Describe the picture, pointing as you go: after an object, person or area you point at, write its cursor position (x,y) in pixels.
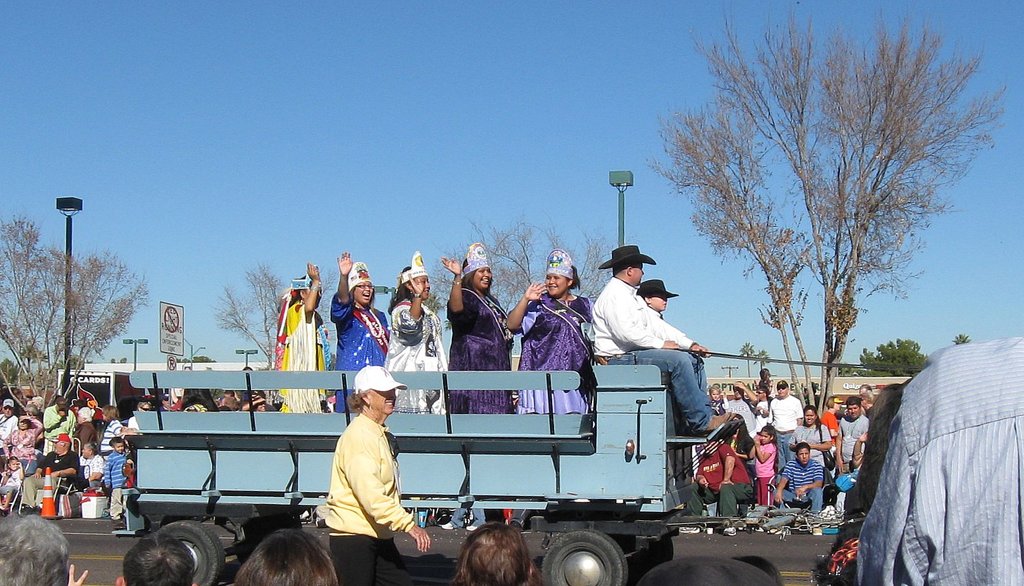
In this picture we can see a vehicle (577,496) on the road (752,538), here we can see a group of people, some people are on a vehicle (588,570), here we can see a traffic cone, sign boards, poles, trees (760,207), shed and we can see sky (286,68) in the background (540,208).
